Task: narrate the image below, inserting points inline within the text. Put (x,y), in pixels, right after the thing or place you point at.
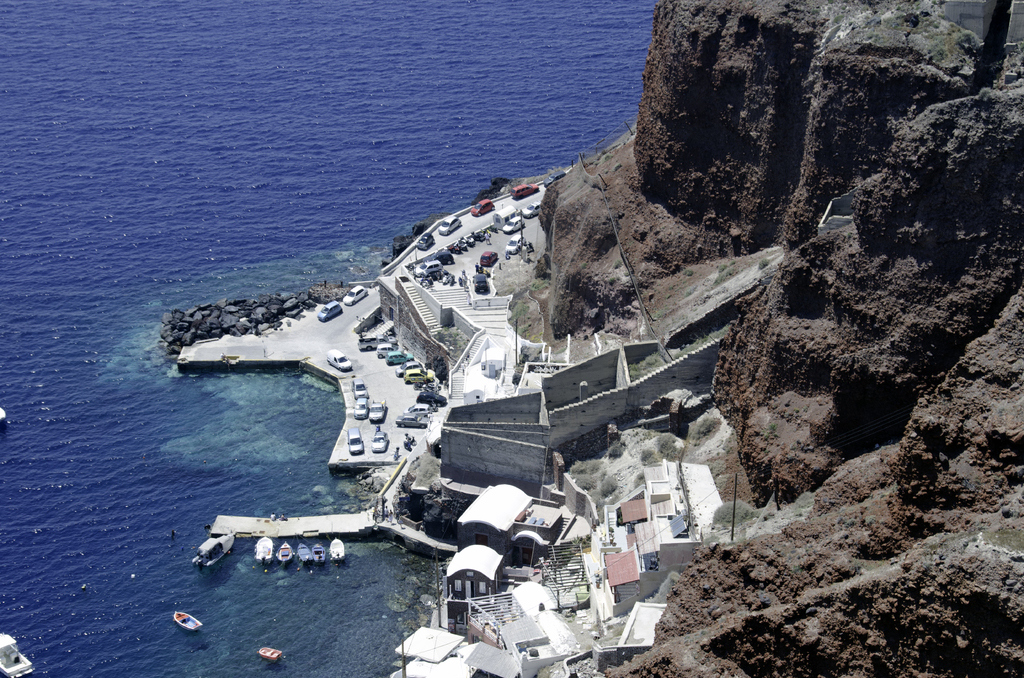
This is an aerial view of an image where we can see boats (337,547) are floating on the water (25,507), we can see vehicles (426,388) parked on the road (392,408), we can see houses (667,533), steps (416,304), rock hills (955,334), stones (366,490) and the blue color water (205,250).
